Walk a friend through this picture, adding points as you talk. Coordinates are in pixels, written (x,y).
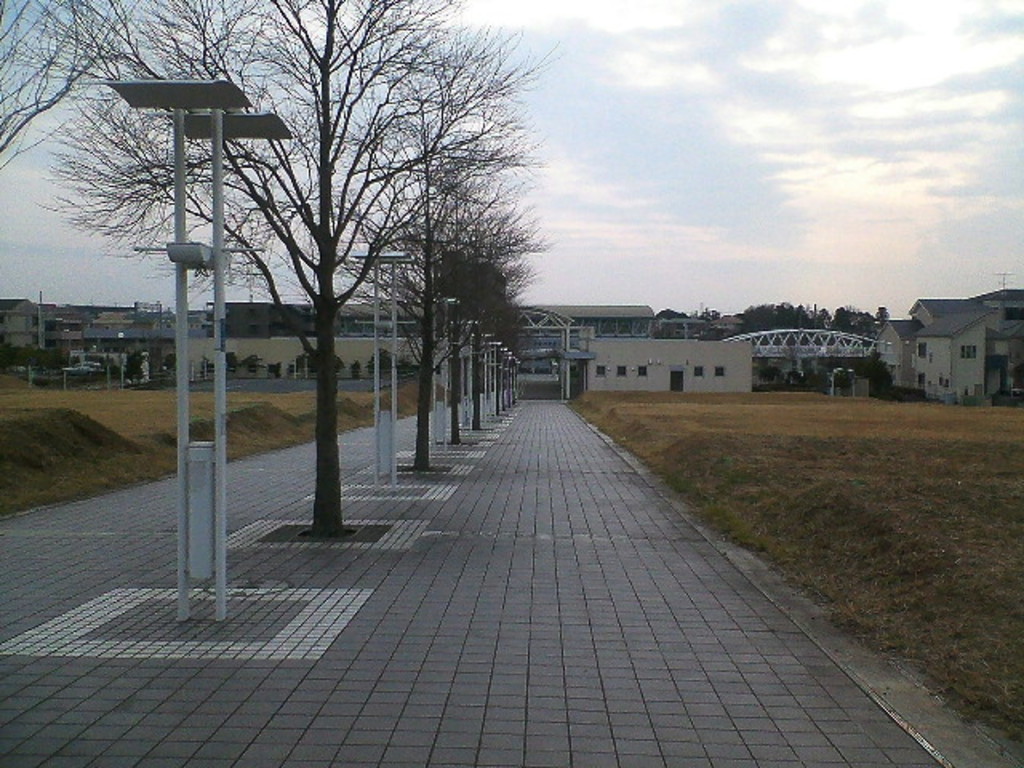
In this image there is a pavement (271,503), in the middle (422,400) there are poles (219,372) and trees (422,405), on either side of the pavement (276,457) there is grassland (74,468), in the background (917,345) there are building (903,351) and the sky (632,149).
